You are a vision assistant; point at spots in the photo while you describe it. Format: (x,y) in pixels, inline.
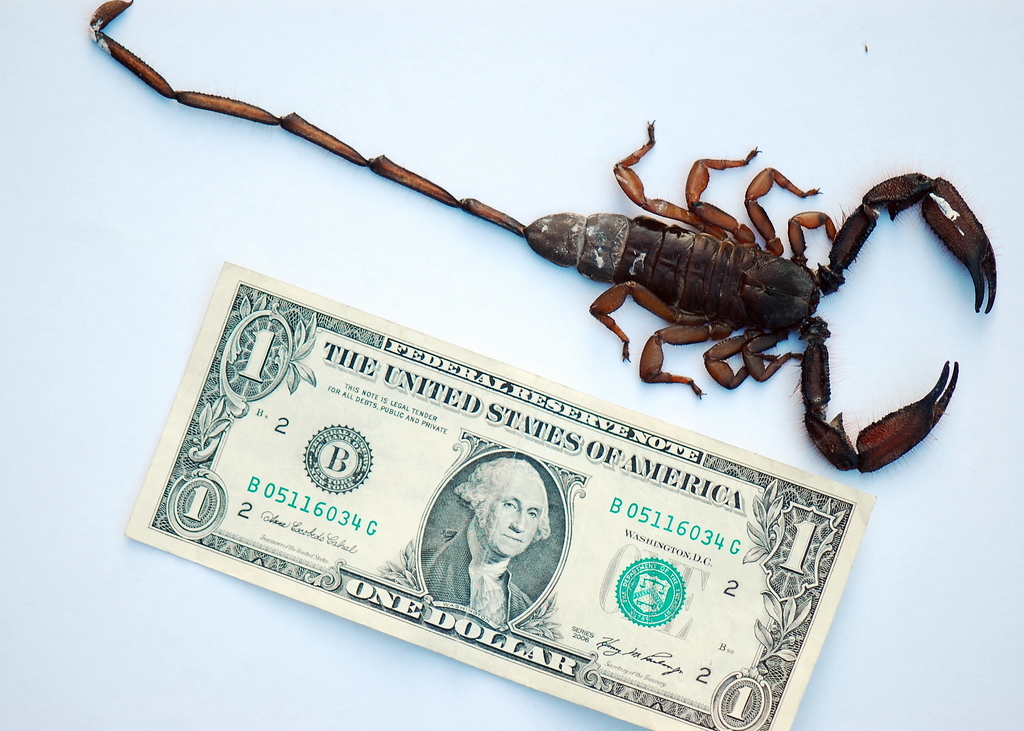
In this image, in the middle (432,452), we can see a paper (565,466) with some pictures (442,513) and text (332,488) written on it. In the middle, we can also see a scorpion (720,333). In the background (966,150), we can see white color.
